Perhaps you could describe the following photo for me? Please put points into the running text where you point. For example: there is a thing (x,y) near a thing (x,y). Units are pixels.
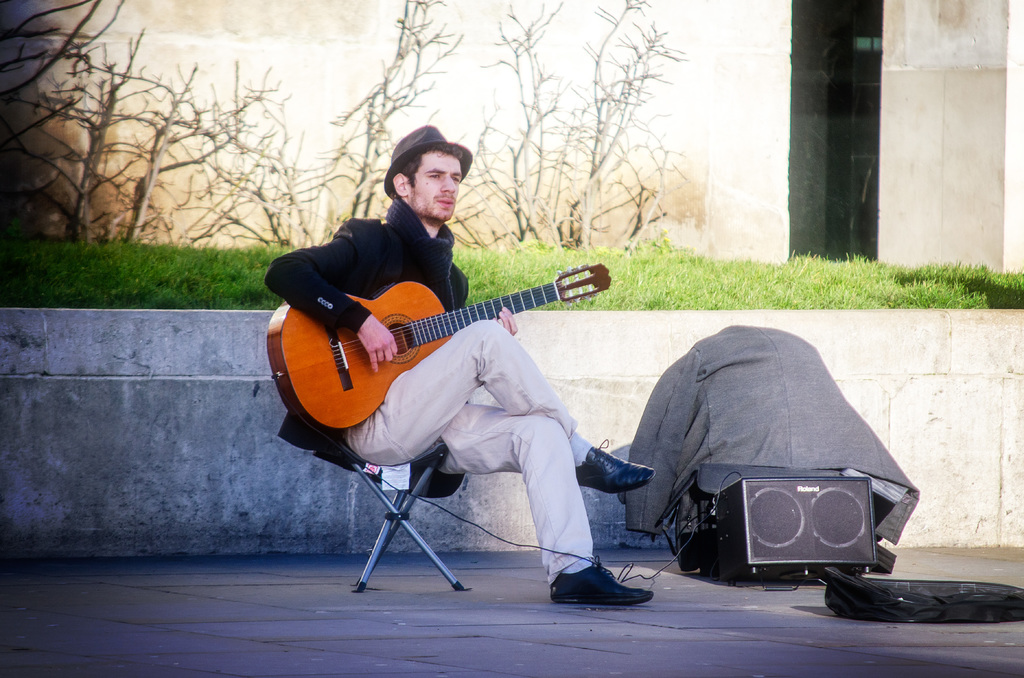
In the image there is a man (462,436) sitting on chair (352,453) and holding a guitar (421,343) and playing it. On right side (815,440) there are speakers (783,523), jacket (815,440). in background (614,212) we can also see some trees (191,190) without any leaves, pillar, wall (272,144) which is in white color, grass (816,282).
